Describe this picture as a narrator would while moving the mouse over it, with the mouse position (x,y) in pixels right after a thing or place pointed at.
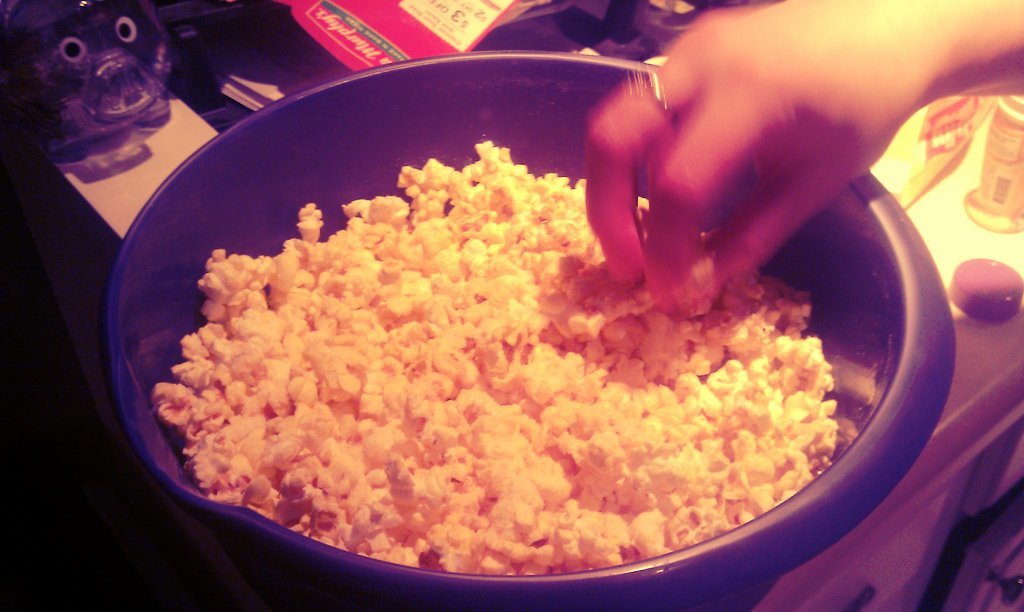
In this image I can see the bowl (355,137) with food (456,408). To the side I can see the papers (258,87), bottle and many objects (248,36). These are on the surface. I can see one person (603,190) is holding the food (634,319).
